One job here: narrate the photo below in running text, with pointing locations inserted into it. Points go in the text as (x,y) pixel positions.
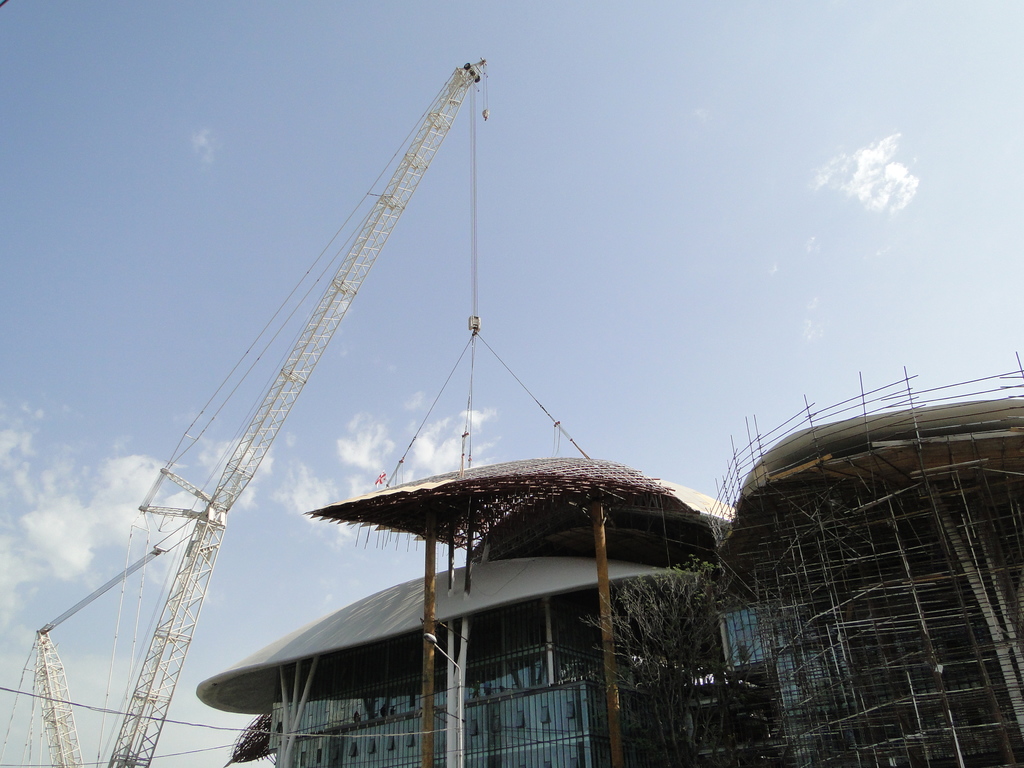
This picture shows a building (417,653) and we see a under construction building (782,620) on the side and we see a tree (667,635) and a crane (291,376) holding weight (457,514) and we see a blue cloudy sky (745,241).
